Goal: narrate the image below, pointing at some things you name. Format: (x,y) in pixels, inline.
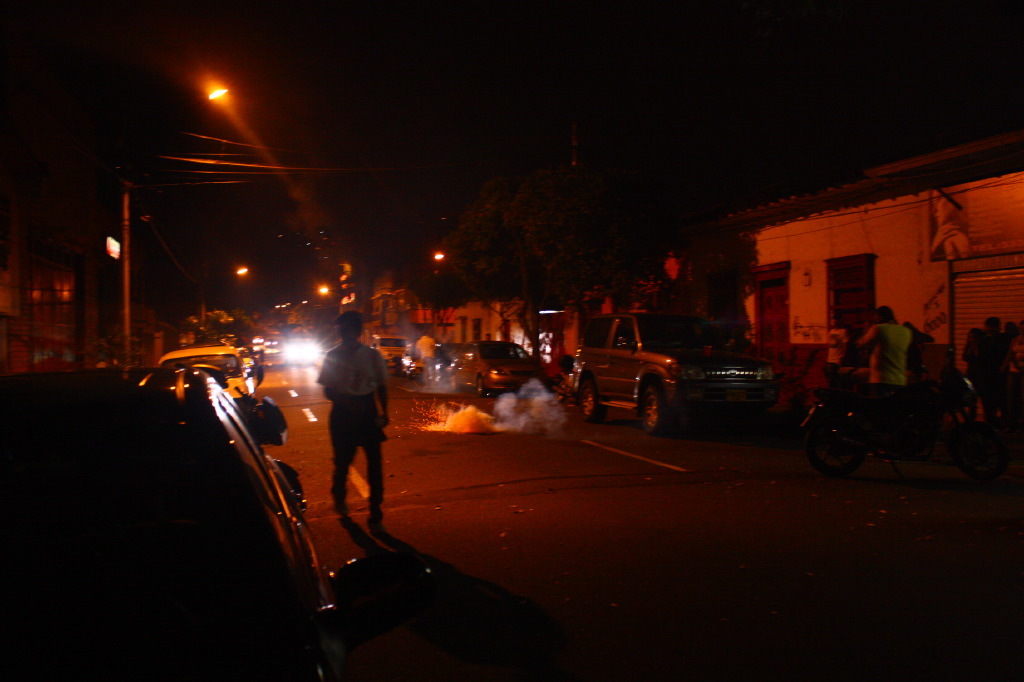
In this picture, we see the man (352,393) walking on the road (416,447). Beside him, we see cars (525,369) moving on the road (477,515). On either side of the road (491,501), we see buildings (554,316) and street lights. At the top of the picture (735,188), it is black in color and this picture is clicked in the dark.
